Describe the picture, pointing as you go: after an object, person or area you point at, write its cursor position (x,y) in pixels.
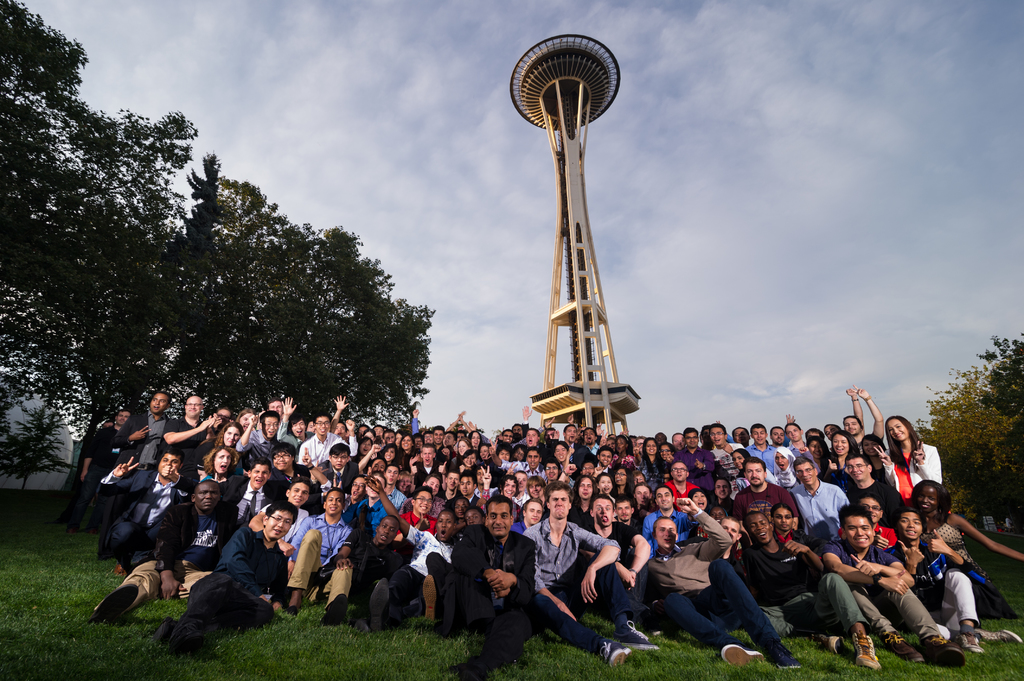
In this picture there is a tower (564,236) in the center of the image (571,305) and there are people (486,486) those who are standing and sitting in front of it, on the grassland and there are trees (42,463) in the background area of the image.
